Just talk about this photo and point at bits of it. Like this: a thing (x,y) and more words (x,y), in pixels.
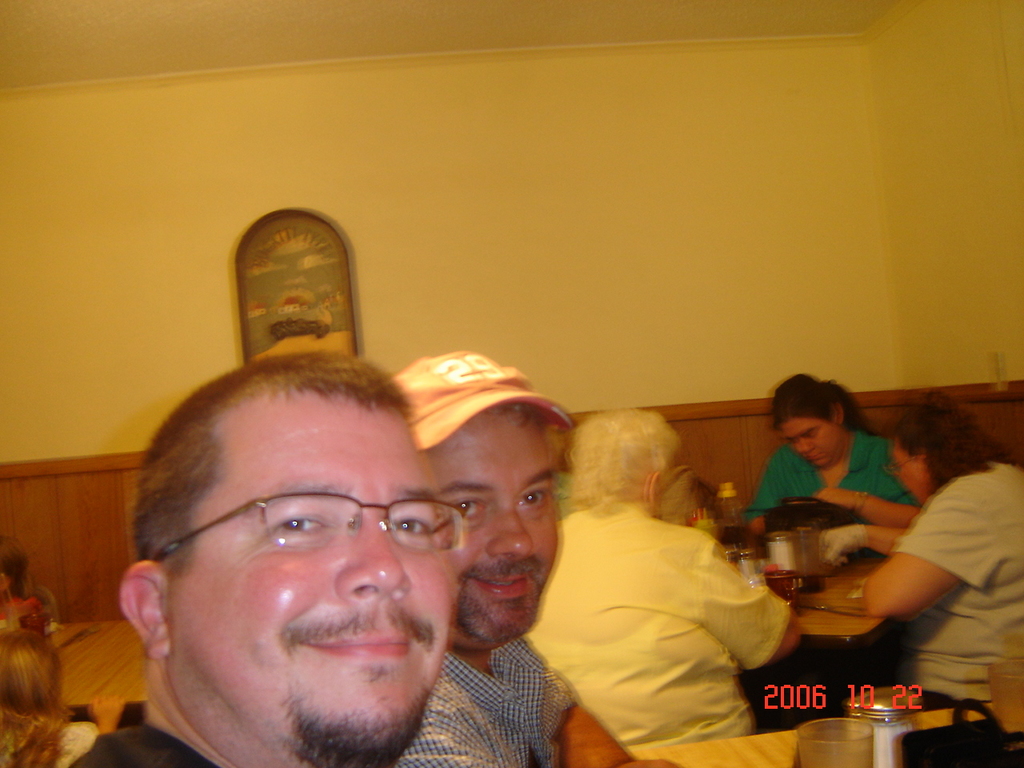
These are the 2 men (362,603) are smiling, in the right side (804,413) few people (977,429) are sitting around the dining table (834,573).
